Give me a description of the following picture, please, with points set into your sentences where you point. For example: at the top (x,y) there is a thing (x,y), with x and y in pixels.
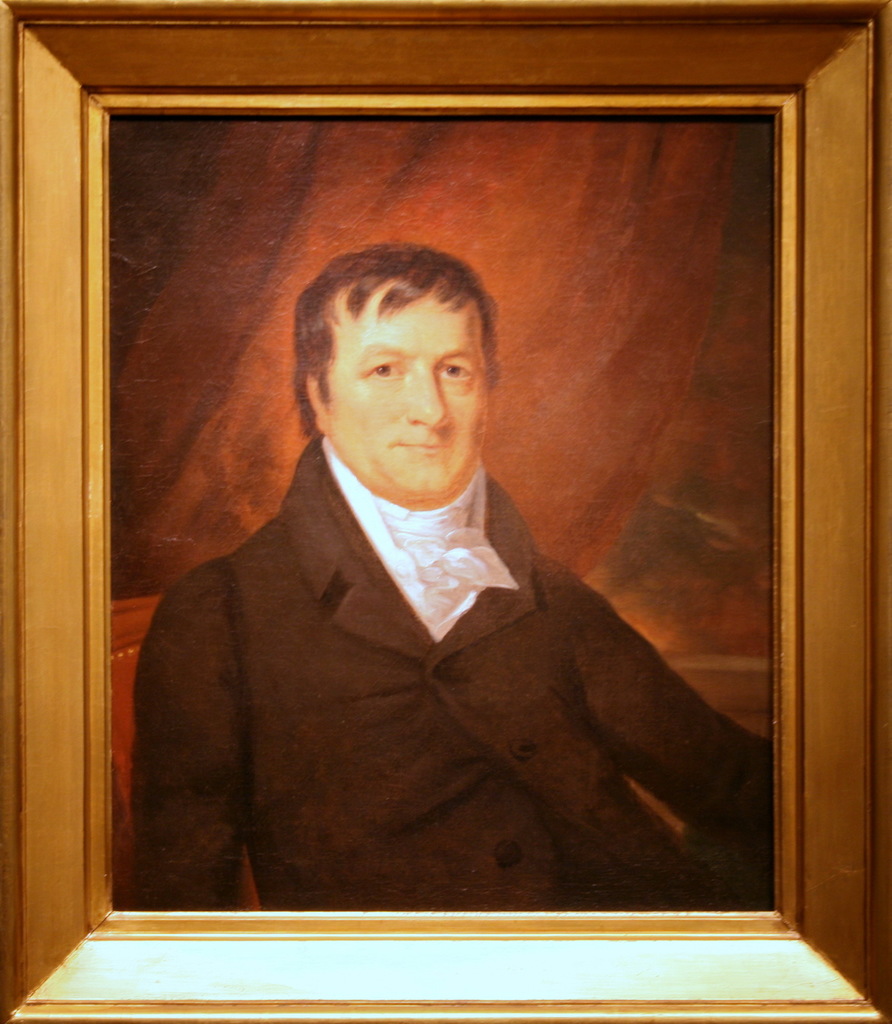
It's a painting (516,466) of a man (584,592), he wore a coat (471,745) in a photo frame (808,223).
